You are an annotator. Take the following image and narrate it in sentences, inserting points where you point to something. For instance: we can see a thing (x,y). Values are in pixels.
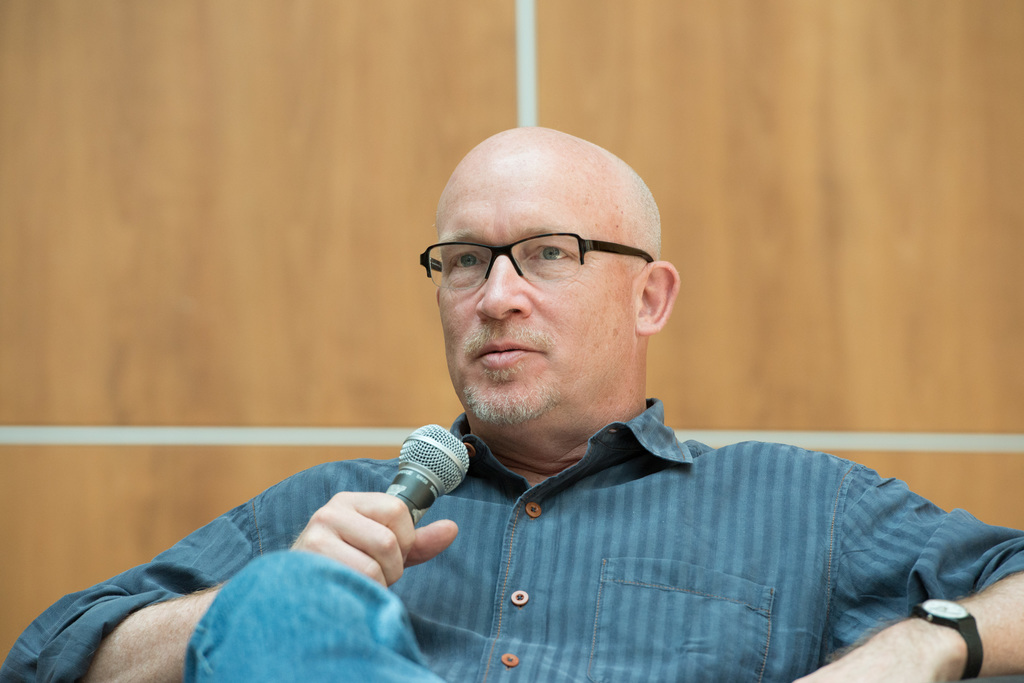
This image consists of a man (604,598) wearing a blue shirt (648,666) and a blue jeans (366,649). He is holding a mic (427,469). In the background (311,438), there is a wall (214,460) in brown color.
